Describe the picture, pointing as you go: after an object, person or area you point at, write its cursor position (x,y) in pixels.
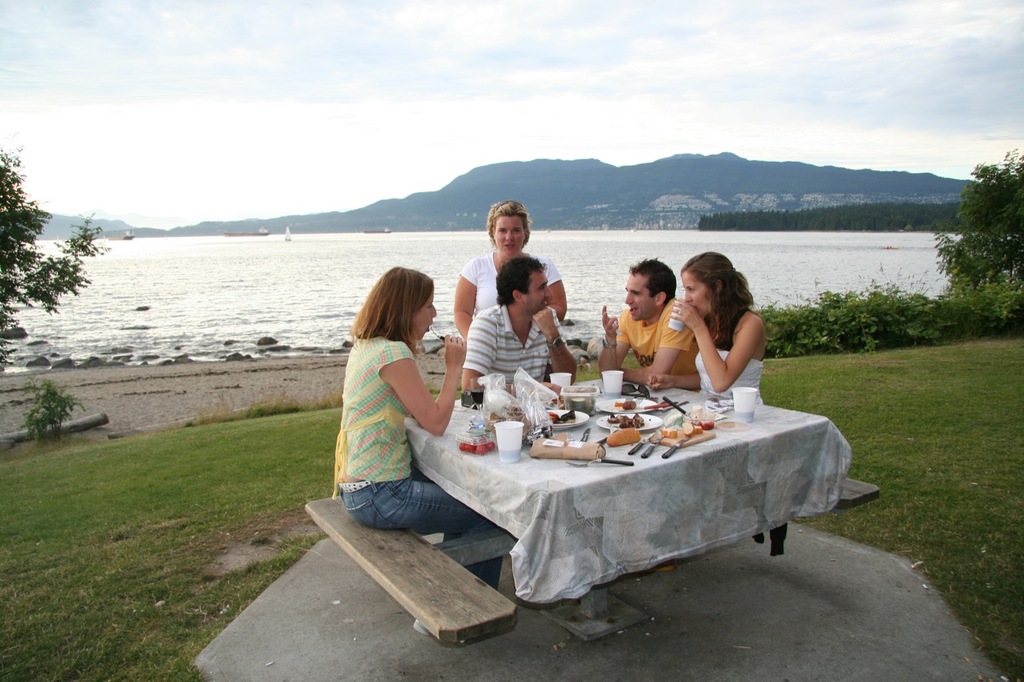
In the given image we can see there are five people (466,340) four of them (461,348) are sitting and one (481,284) is standing. This is a bench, there is a table (570,488) on the table (556,478) we can see glass (514,447), knife (670,451), plate (605,426) and food (617,418) in a plate (615,415). There is a beach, hill (681,194), tree (21,234) and a grass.
